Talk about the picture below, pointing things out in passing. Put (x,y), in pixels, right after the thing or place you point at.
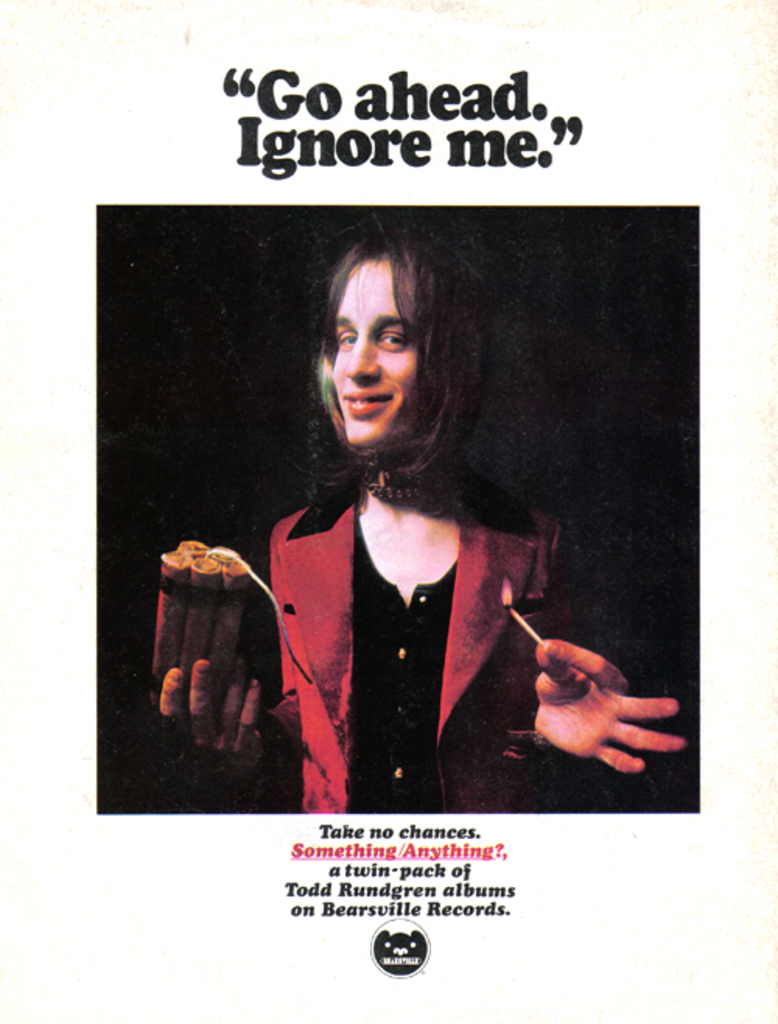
In the center of the image (458,365) we can see a person (383,714) holding a bomb (215,691). At the bottom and top we can see a text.
